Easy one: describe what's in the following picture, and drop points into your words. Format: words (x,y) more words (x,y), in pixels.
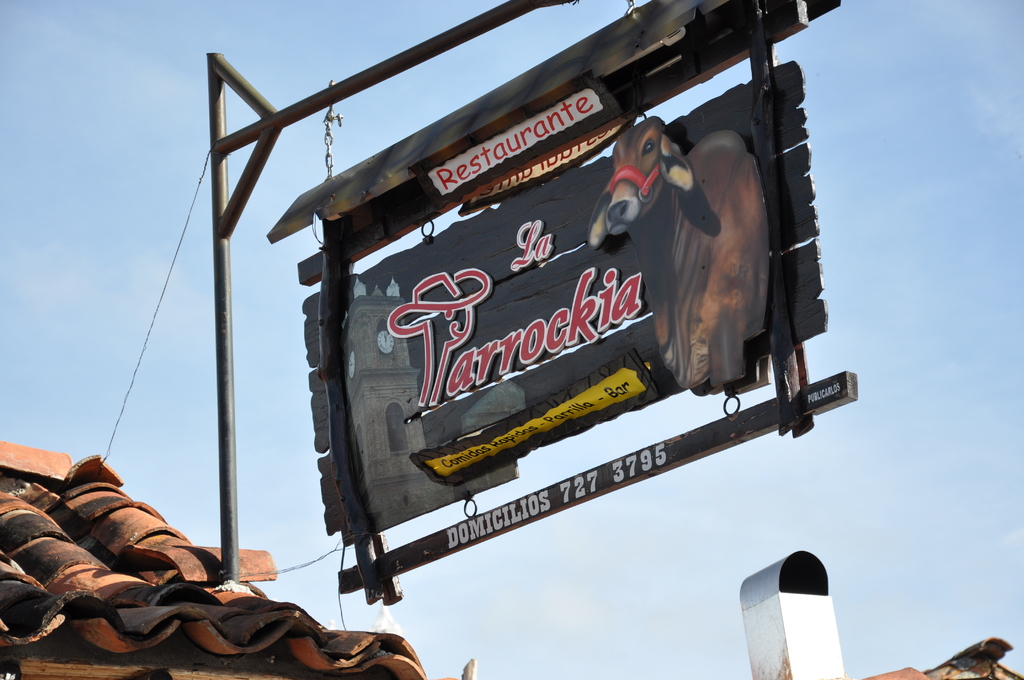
In this image we can see a board (451,414) to a pole (224,371) with the picture (625,204) of a cow (669,280) and some text (518,328) on it which is on the roof (247,563). On the backside (204,304) we can see the sky (839,487) which looks cloudy.
